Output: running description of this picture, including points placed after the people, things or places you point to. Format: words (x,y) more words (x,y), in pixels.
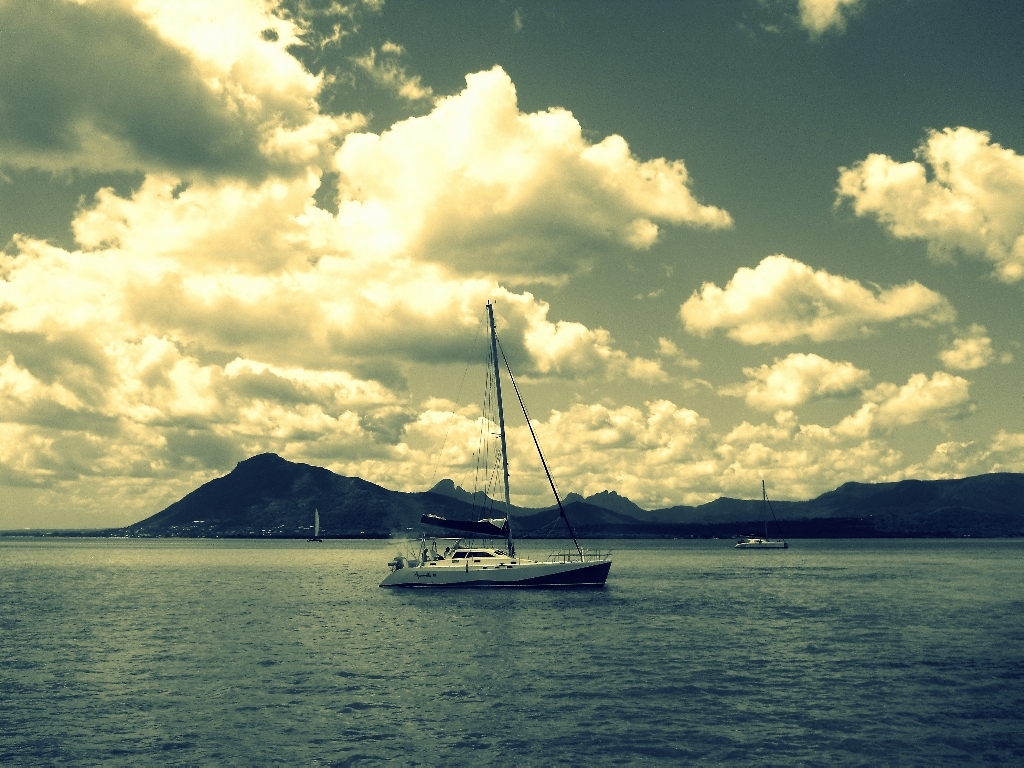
In this image we can see the boats (605,572) on the surface of the water (615,608). In the background (584,513) we can see the hills (610,510). We can also see the sky (610,261) with the clouds (440,399).
